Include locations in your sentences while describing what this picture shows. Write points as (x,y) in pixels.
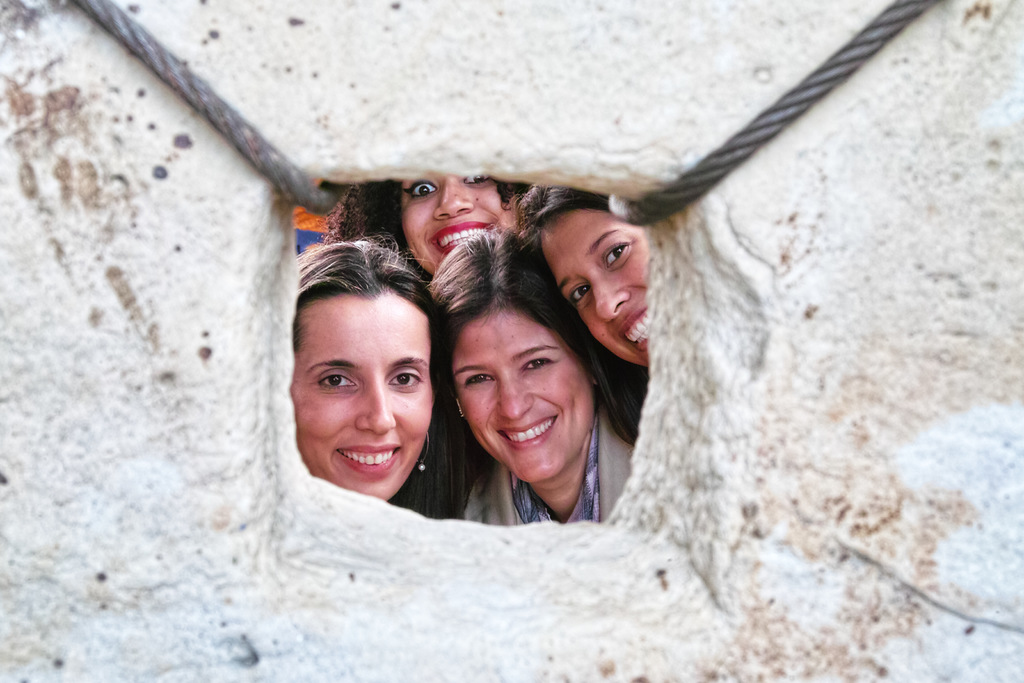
In this picture we can see a stone (802,325), ropes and in the background (611,236) we can see four women (353,356) smiling.
